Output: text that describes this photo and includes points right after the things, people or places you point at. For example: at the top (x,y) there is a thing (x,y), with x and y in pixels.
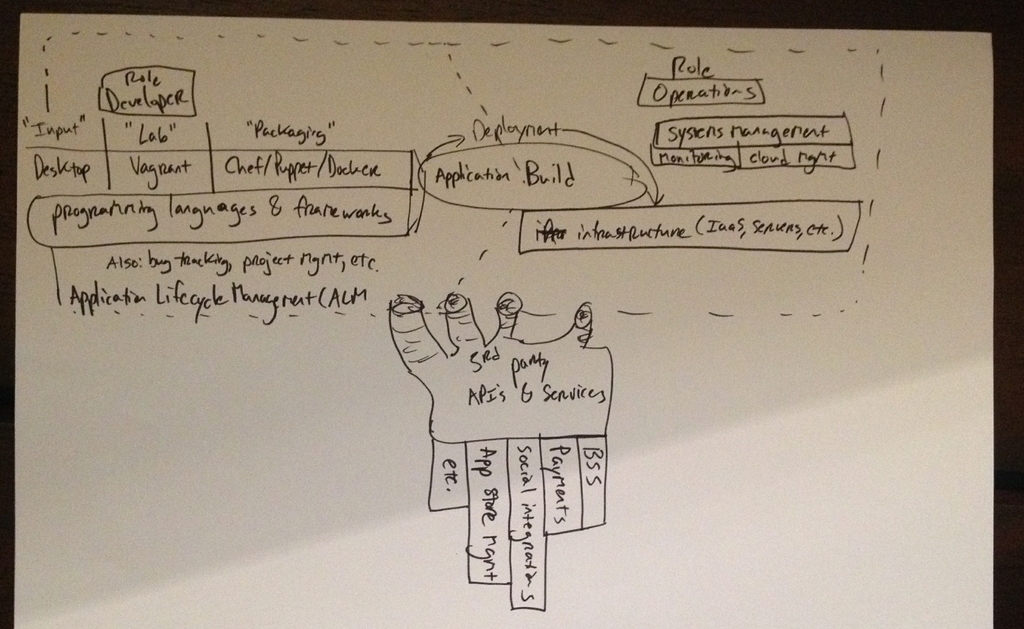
In this picture I see a white color thing (238,288) on which there is something written.
